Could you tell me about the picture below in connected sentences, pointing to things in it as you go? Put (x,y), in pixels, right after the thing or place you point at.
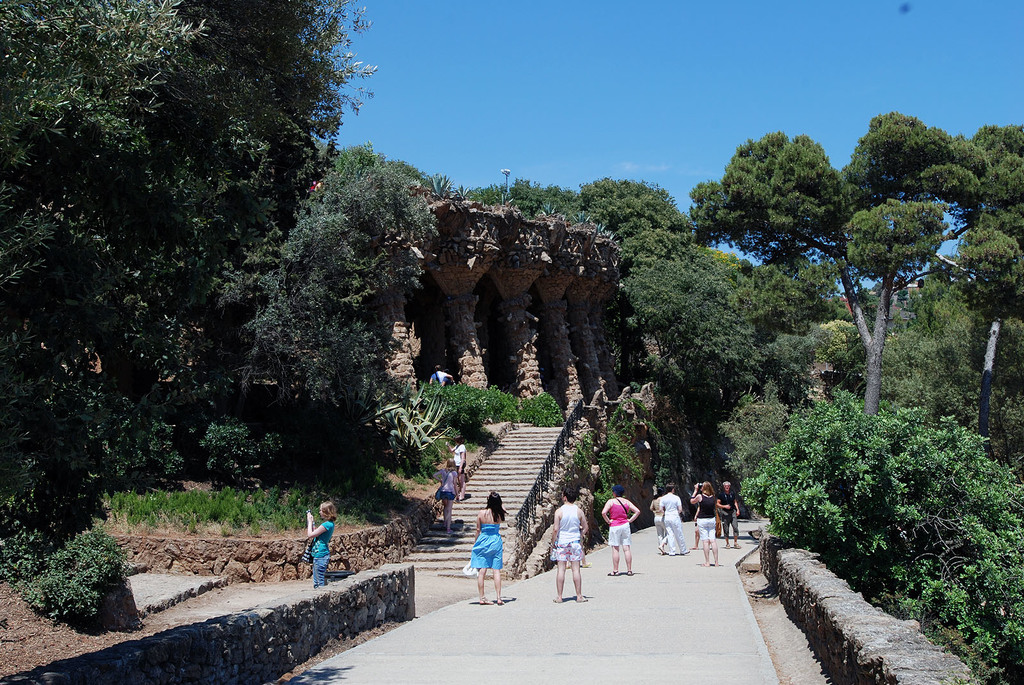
In this image in the center (500,323) there are a group of people (710,528) standing, and there are some trees (281,297), plants (503,405), staircase (515,436) and grass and there are some pillars (526,322). At the bottom (494,602) there is a walkway (737,623) and wall (361,592), at the top (597,88) there is sky (630,78).
